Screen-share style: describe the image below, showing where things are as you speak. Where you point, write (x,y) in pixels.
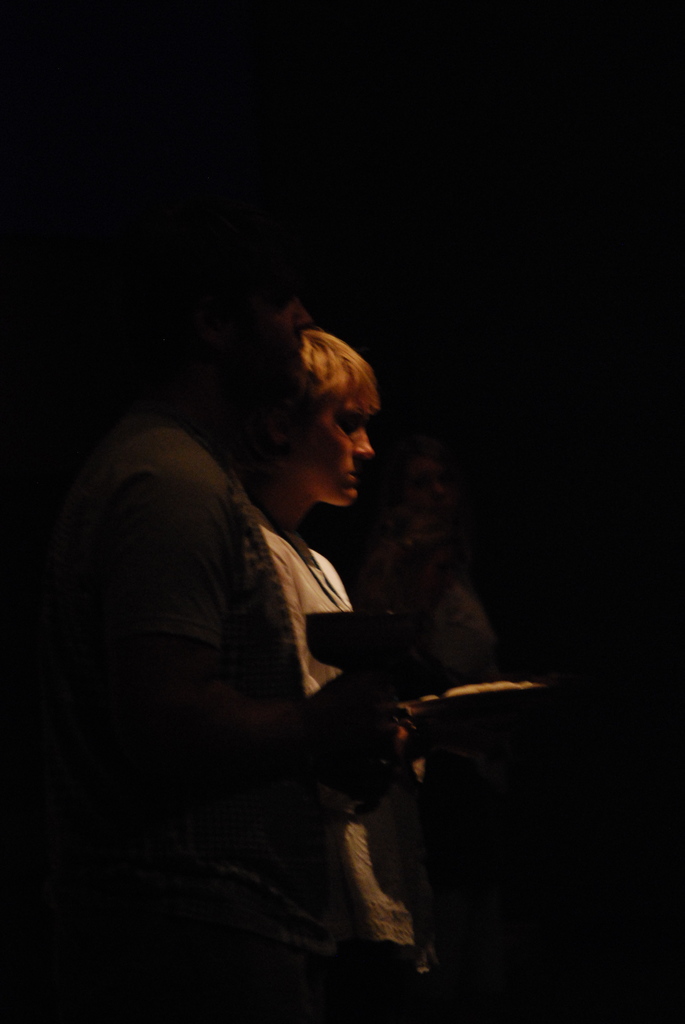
In this image we can see a group of people (383,746) standing, one person (413,740) is holding an object (470,702) in his hand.
